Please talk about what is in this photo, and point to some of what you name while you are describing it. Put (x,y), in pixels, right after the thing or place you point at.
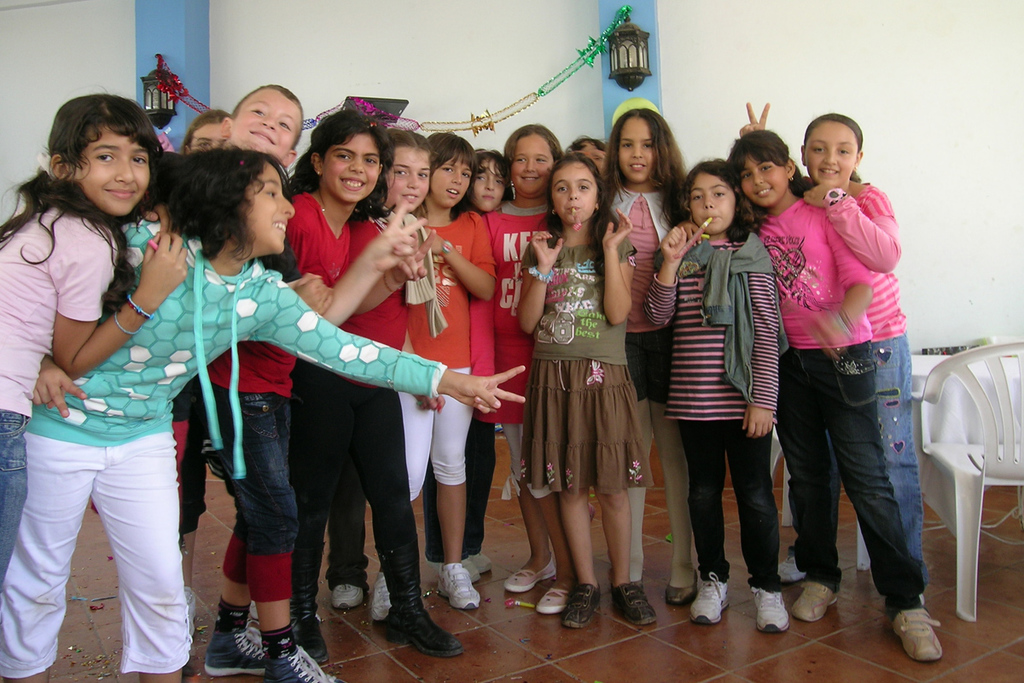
In this image there are kids (544,266) standing on the floor (851,646). Right side (959,363) there are chairs (975,357). Few lamps (153,103) are attached to the wall (43,131). There are decorative papers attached to the lamps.
